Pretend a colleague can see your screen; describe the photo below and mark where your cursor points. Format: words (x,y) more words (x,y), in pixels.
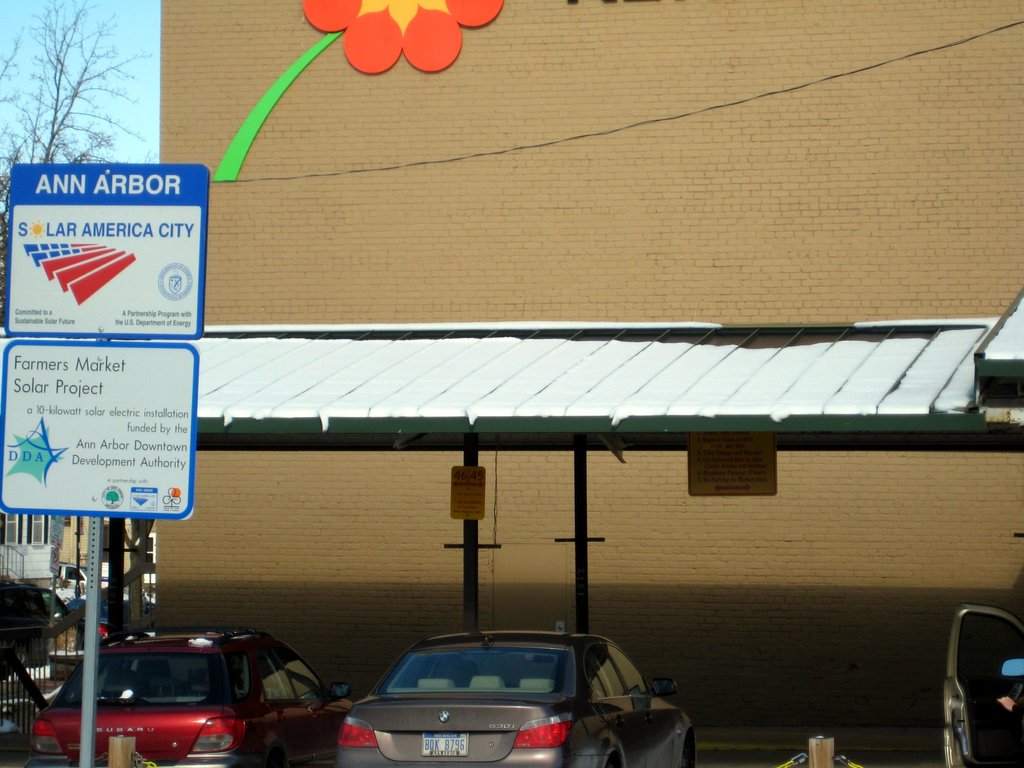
In this picture, we can see a building (424,136) with some art (433,43) on it, we can see shed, a few vehicles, poles (114,757), boards (88,355) with some text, and images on it, we can see wire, trees (53,143), and the sky (112,106).
